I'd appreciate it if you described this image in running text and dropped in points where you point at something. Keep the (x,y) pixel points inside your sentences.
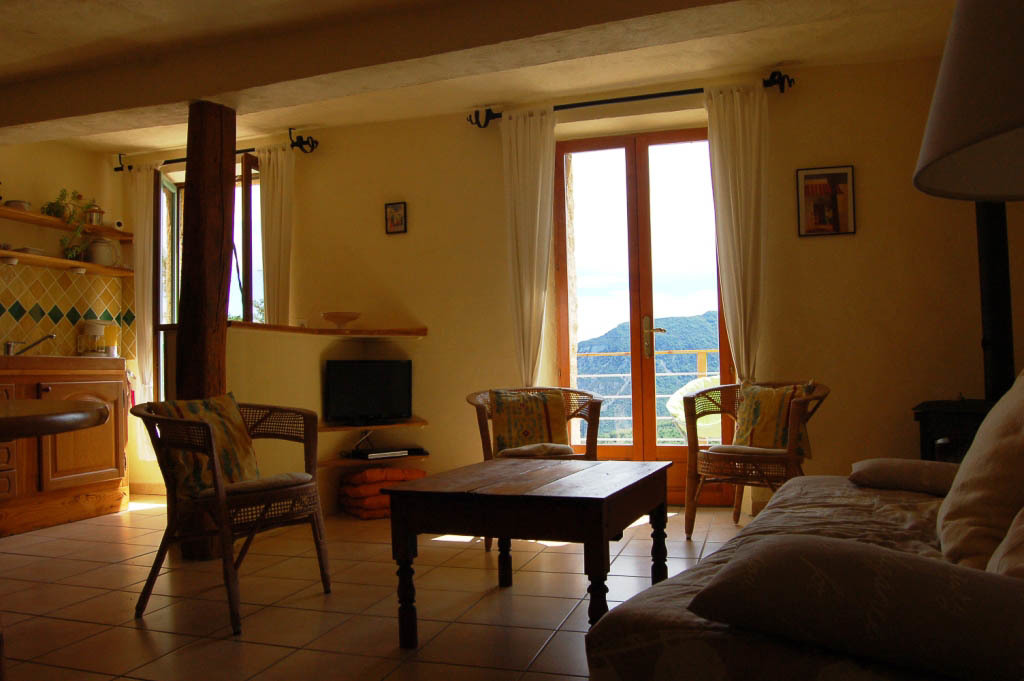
This picture is taken in the room (515,672), There is a sofa (864,558) in white color and in the middle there is a table (492,501) in brown color and there are some chairs (703,421) which are in yellow color and in the background (872,405) there is a yellow color wall (912,286) and there is a brown color door (651,195).
